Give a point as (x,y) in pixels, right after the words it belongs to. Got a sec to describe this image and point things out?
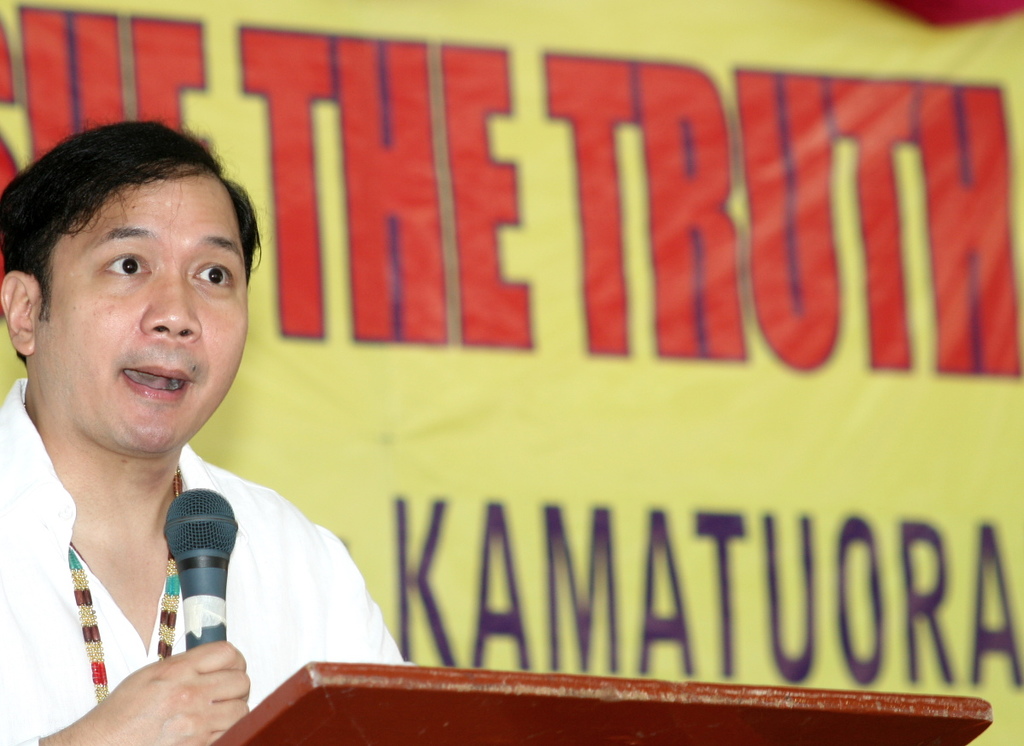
In this image i can see a person (153,564) holding a microphone (190,563), In the background (694,565) i can see a banner (571,404).
